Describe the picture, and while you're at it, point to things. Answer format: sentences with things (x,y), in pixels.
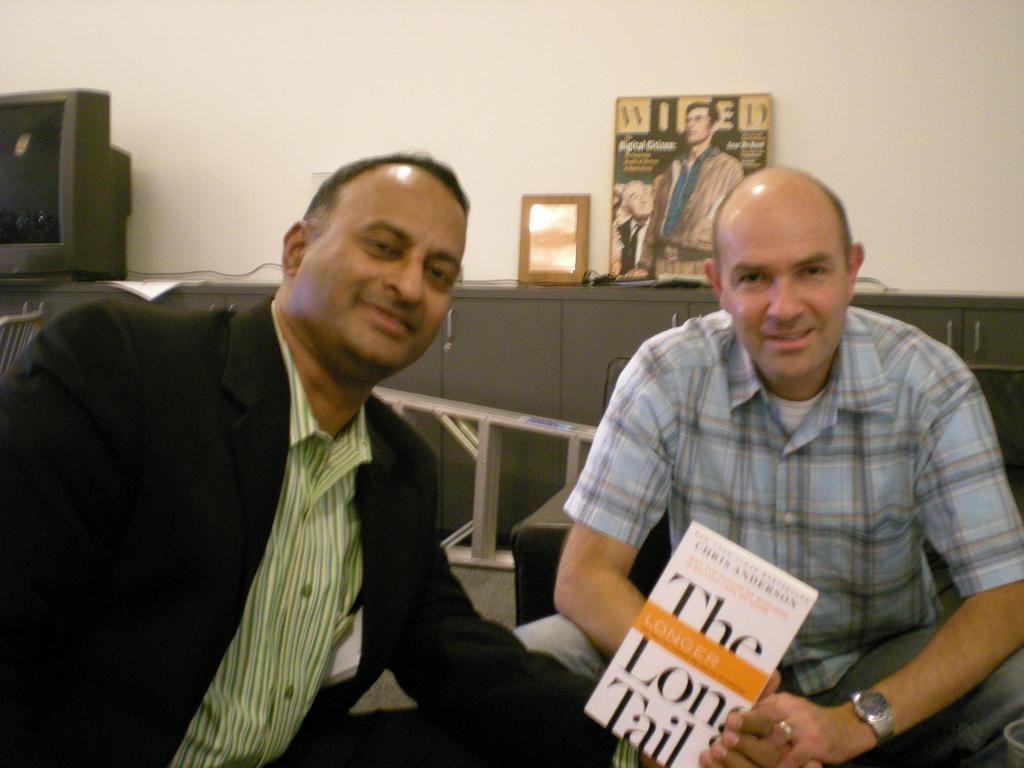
In the image there is a man (386,529) in suit (386,529) and holding a book (633,708) sitting on the left side (55,467) and beside him there is bald headed man (714,476) sitting, behind them there is table (482,284) with tv (70,169) on left side (17,199) and book (619,220) and photo frame (584,203) in the middle (653,262).
